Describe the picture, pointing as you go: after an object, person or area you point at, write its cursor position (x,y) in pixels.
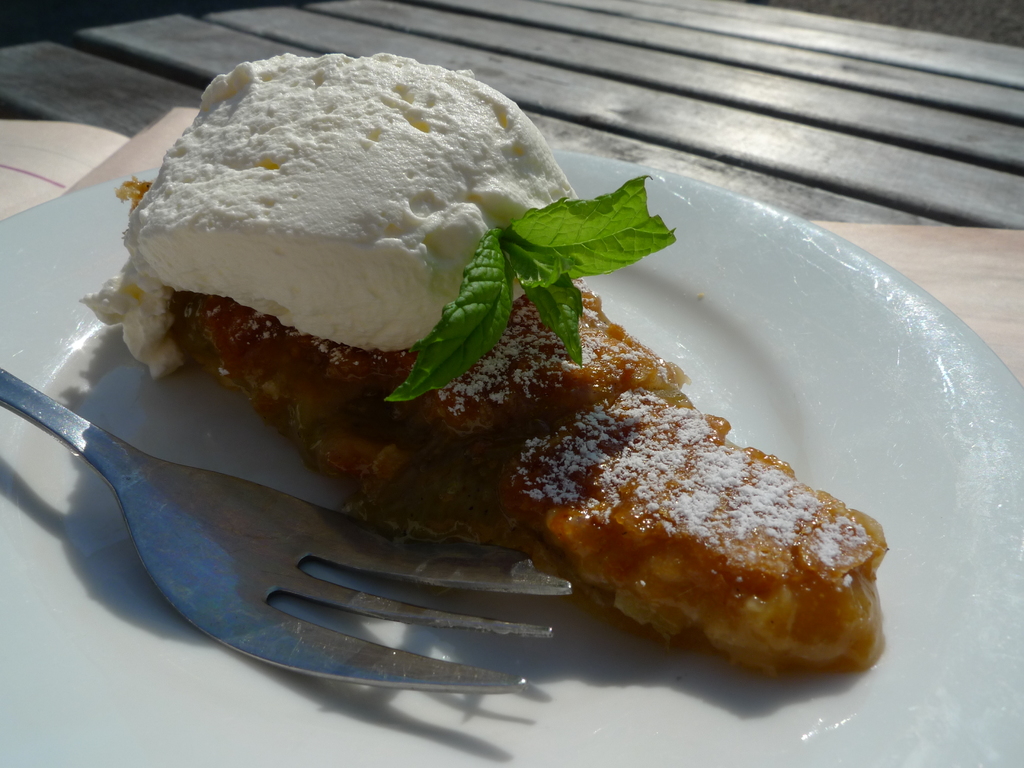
In this picture I can see a food item (201,142) with a fork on the plate (51,677), on an object (13,130), and in the background (745,118) there is a wooden table (551,82).
